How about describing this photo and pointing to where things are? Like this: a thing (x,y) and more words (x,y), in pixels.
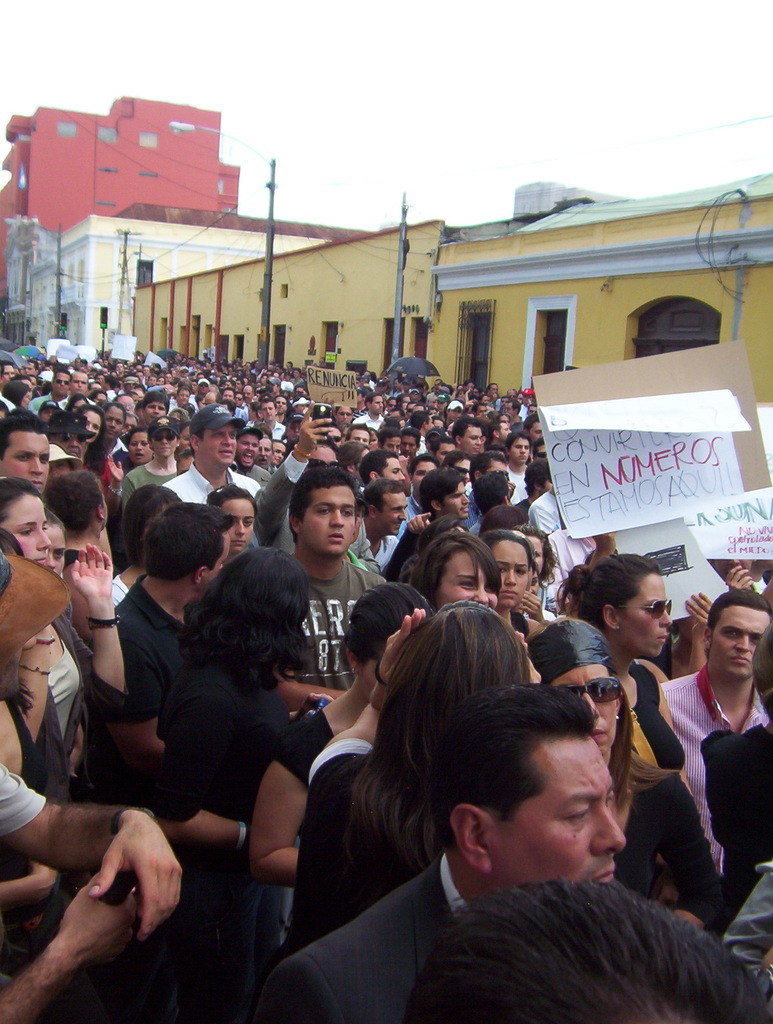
In this picture there are group of persons (413,572) standing where few among them are holding card boards (568,395) which has something written on it and there are buildings (554,184) in the background (316,247).
